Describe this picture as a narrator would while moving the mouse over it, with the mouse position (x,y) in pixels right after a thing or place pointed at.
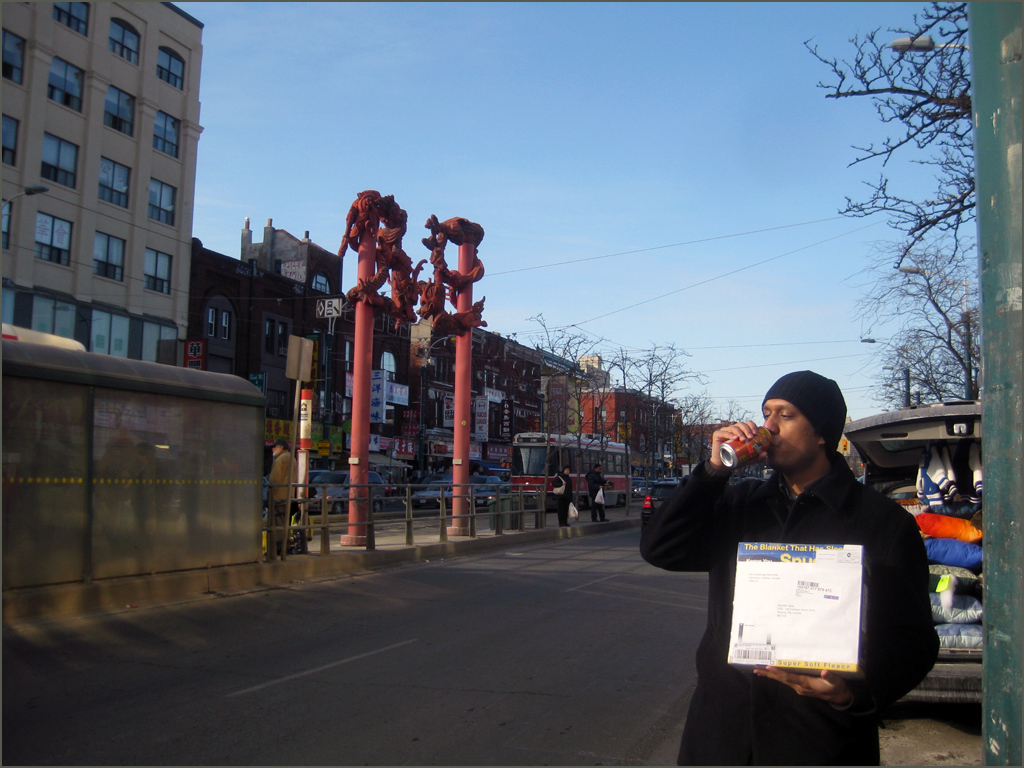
On the right side (712,516) there is a person (816,510) holding something in the hand (767,668) and drinking with a can (756,454). Near to him there is a road (380,600). There are railings (356,506). Also there are many people (277,497). In the back (394,364) there are trees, buildings (217,312) with windows (279,339) and sky (651,135). There are poles (359,277). On the poles (368,431) there are some sculptures (396,266).
